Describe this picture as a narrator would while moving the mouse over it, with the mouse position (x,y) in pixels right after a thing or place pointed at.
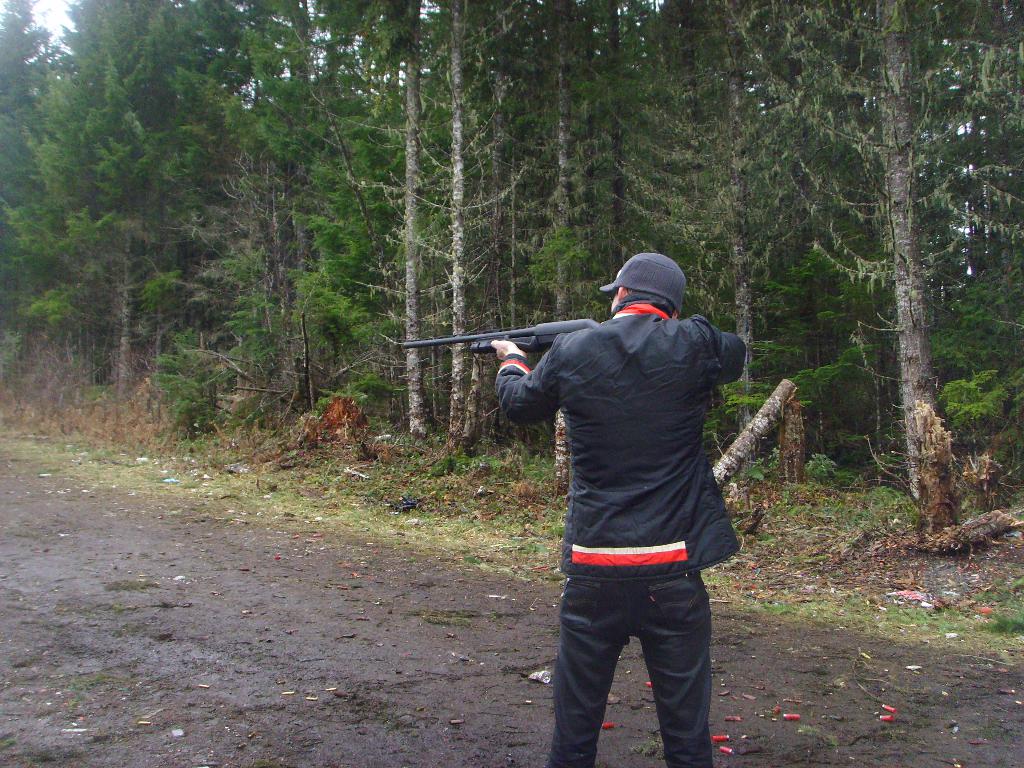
In the picture we can see a man (625,479) standing and holding a gun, he is wearing a black dress (715,495) and black cap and in the background (802,510) we can see plants (772,511) and trees (723,63).
